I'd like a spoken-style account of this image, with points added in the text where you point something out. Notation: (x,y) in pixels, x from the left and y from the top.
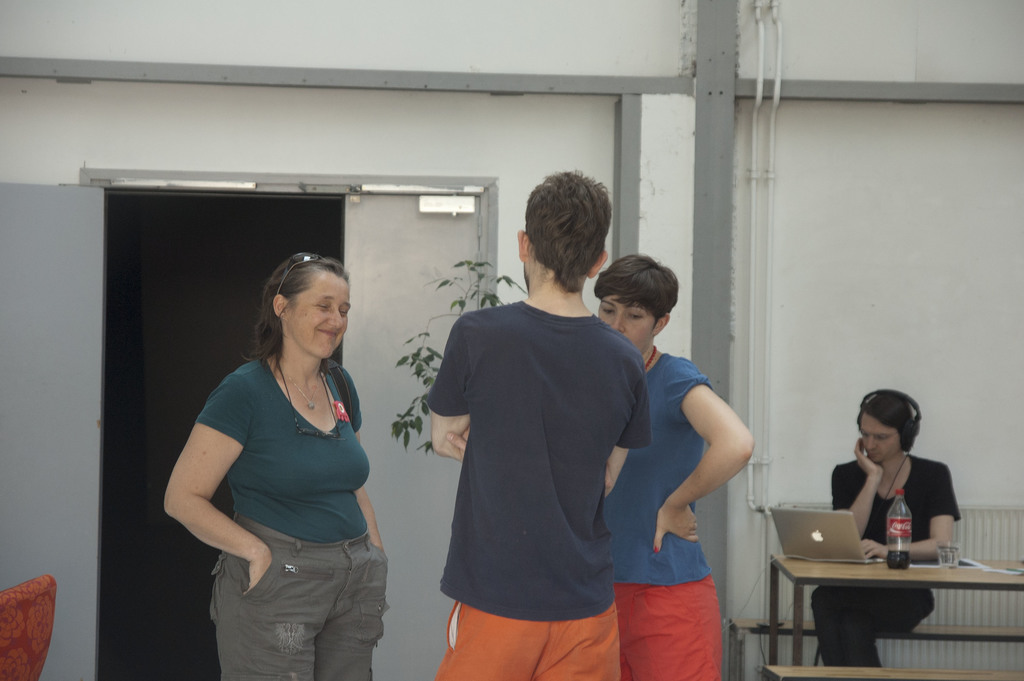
In this picture there are three people (277,280) standing here, a woman (304,355) on the left (337,298) is smiling, on the right (966,575) there is a person (844,507) sitting on the chair (907,637) and there is a table (894,575) in front of him. There is a laptop (854,521), a beverage bottle (903,556) on the table (889,582). In the backdrop (281,207) there is a door (44,317), a chair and a plant (434,354).
